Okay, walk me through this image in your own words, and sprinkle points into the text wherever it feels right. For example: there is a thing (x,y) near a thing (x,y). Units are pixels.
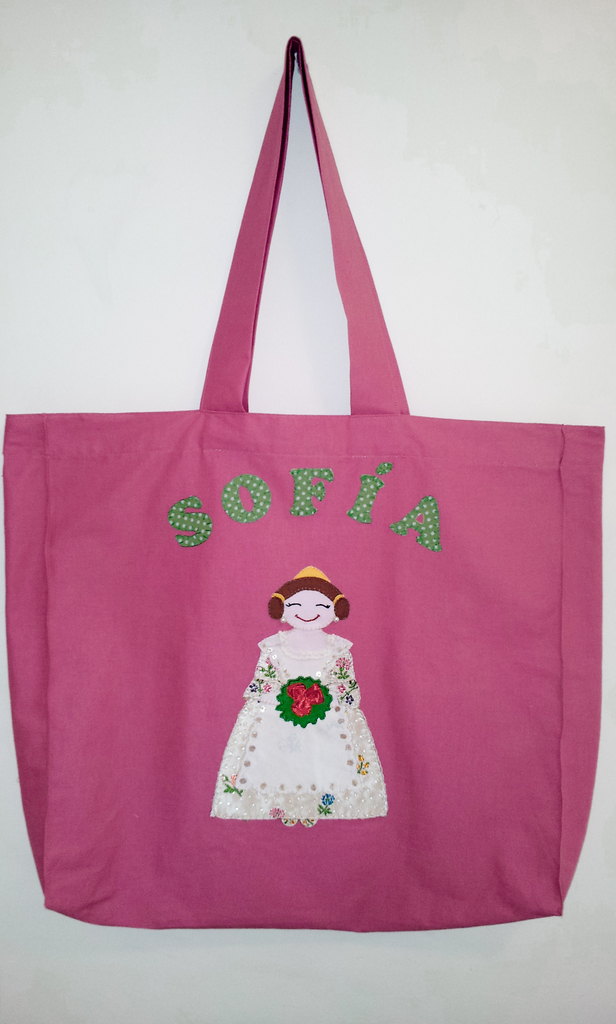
In this picture we can see a pink color cloth bag (325,631) with a woman (290,583) holding flowers (297,681) in her hand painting on it.
